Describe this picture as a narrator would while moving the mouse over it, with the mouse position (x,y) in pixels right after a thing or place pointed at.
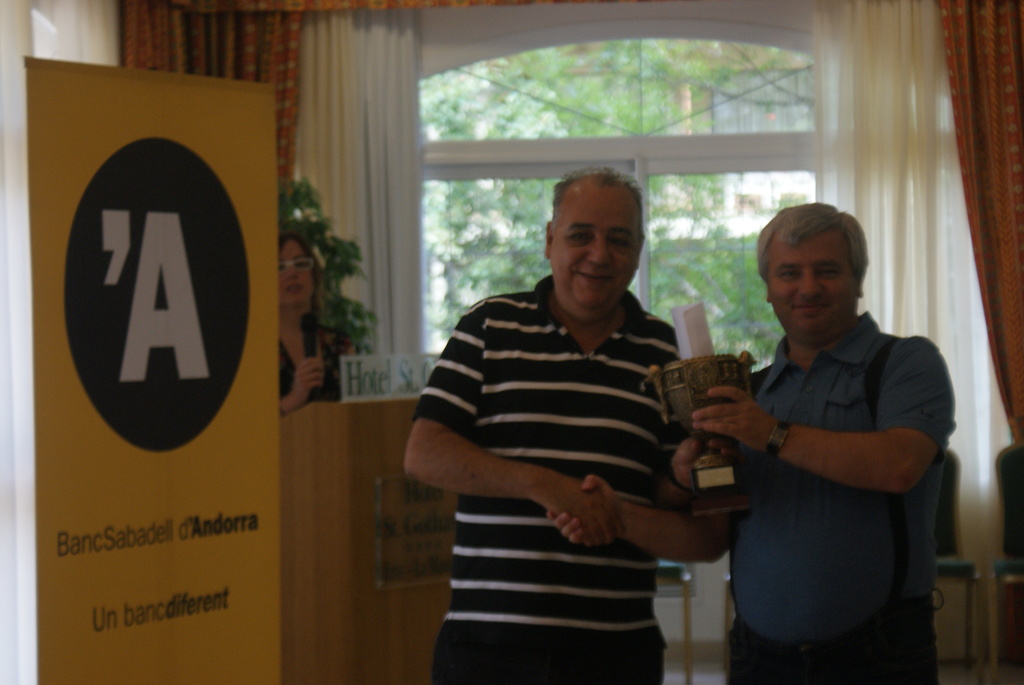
In this image we can see two persons (784,473) holding the award (704,385) and standing and smiling. On the left (96,143) there is a banner (178,617) with text (167,267). We can also see a woman (295,266) holding the mike (309,349) and standing in front of the podium (372,456). In the background (391,157), we can see the glass window (708,72) with curtains (102,35) and through the glass window (559,58) we can see the trees (516,69). We can also see some empty chairs (952,553) on the floor (718,666).
